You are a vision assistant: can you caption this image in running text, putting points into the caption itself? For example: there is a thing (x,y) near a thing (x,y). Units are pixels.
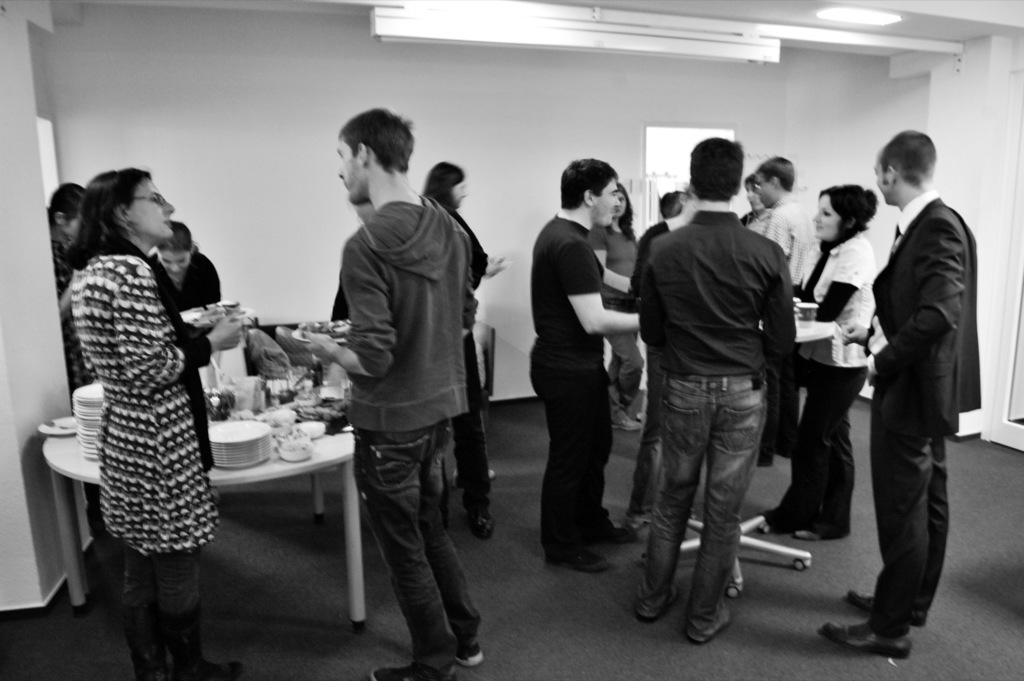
In this black and white picture there are people (589,295) standing on the floor (608,562). A few people (394,351) are holding plates (321,340) in their hands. To the left (54,456) there is a table (62,458). There are pile of plates (236,432), bowls (320,427) and a food (285,401) on the table (297,464). In the background (496,87) there is a wall (649,87). At the top (852,8) there are lights (837,9) to the ceiling (734,2).
